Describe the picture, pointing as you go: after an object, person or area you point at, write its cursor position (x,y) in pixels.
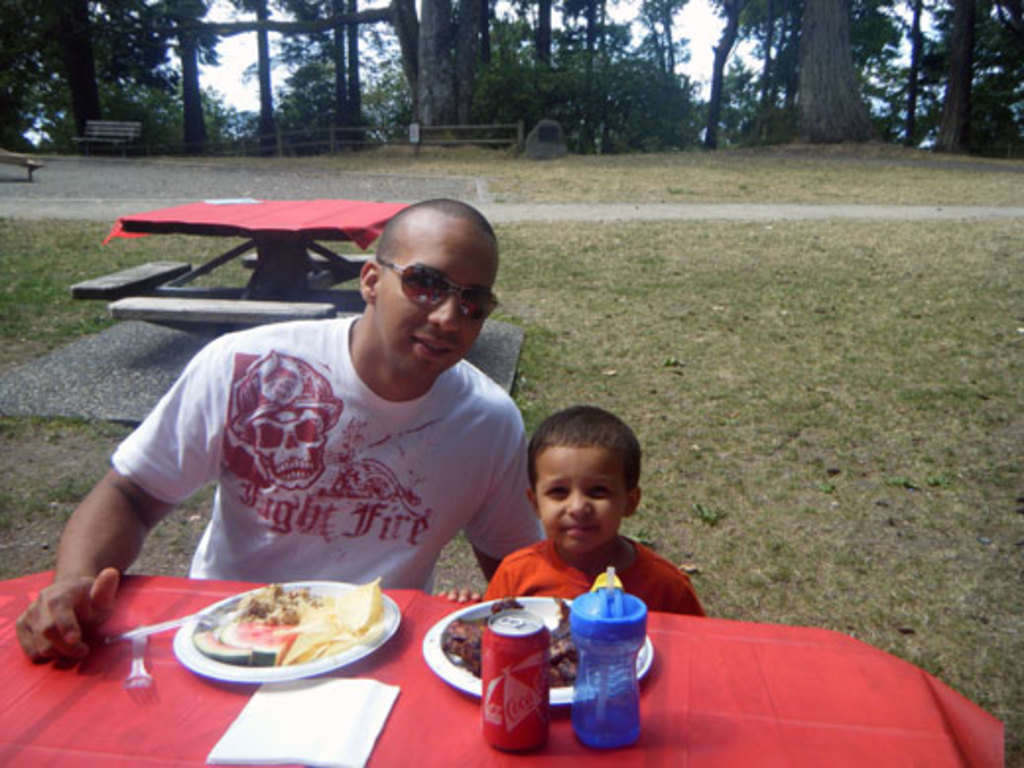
there is a man (377,413) and a boy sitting in front of a table (27,736) when there is a food (201,640) served.
